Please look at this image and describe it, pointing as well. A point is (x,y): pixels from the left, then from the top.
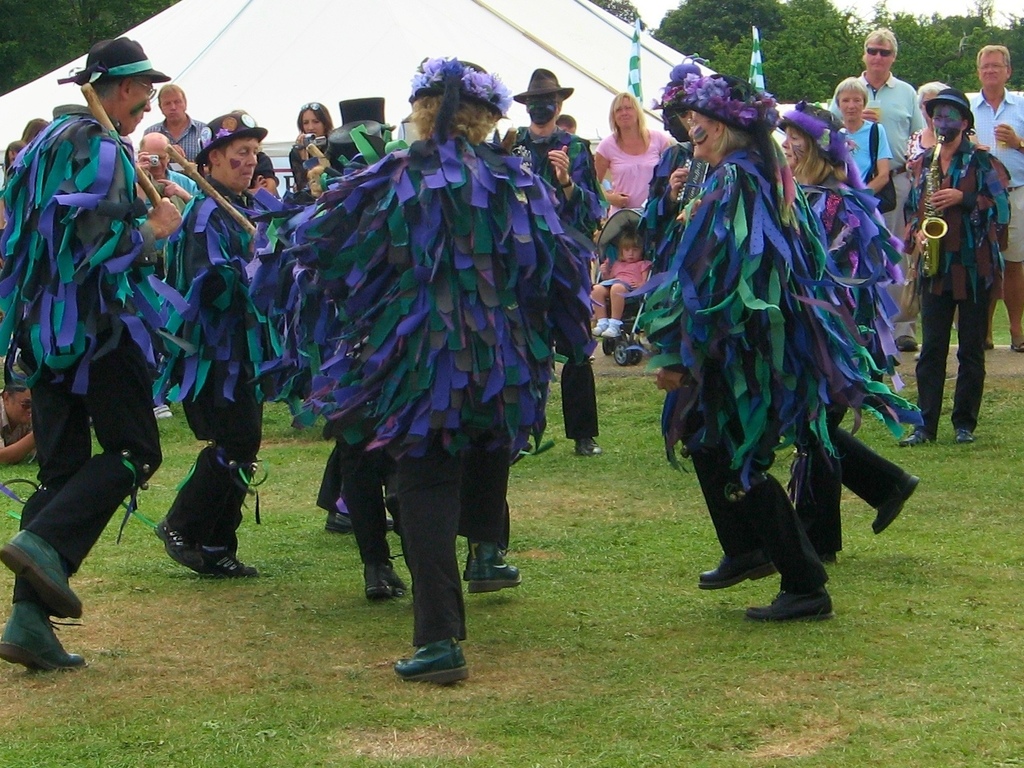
There are people (485,174) dancing and wore fancy dresses (565,232) and this person (959,248) standing and playing musical instrument (938,236) and we can see grass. In the background (896,31) we can see tent (514,42), people (169,106), trees (937,31) and sky (676,0).
